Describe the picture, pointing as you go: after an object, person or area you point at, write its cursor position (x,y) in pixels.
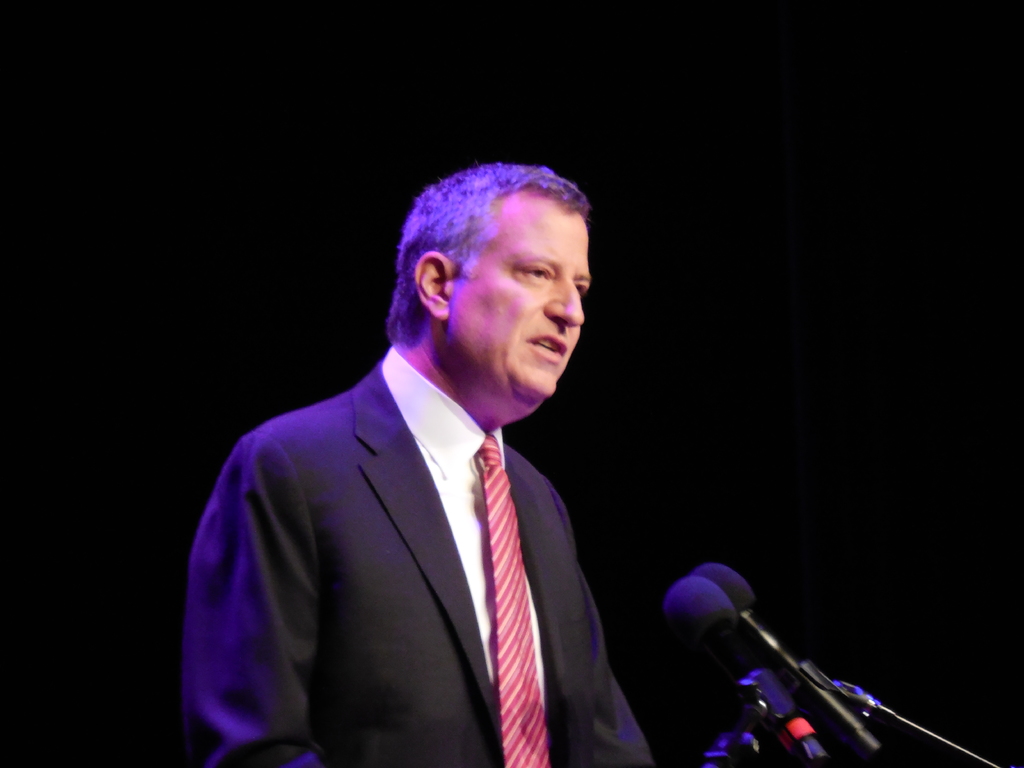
In the middle of the image (387,378) a person (569,190) is standing. In front of him we can see some microphones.
